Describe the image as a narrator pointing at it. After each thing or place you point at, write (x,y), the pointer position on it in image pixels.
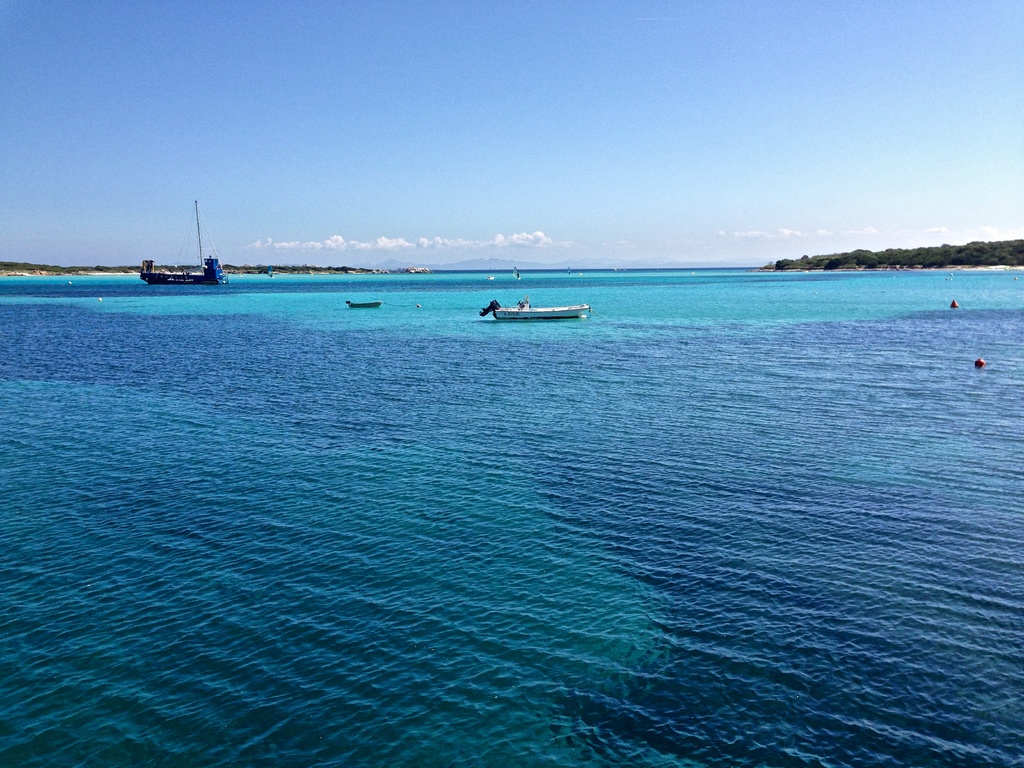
In this image we can see water (530,361), boats (489,311). In the background of the image (563,228) there is sky (553,240), trees (888,259) and clouds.
